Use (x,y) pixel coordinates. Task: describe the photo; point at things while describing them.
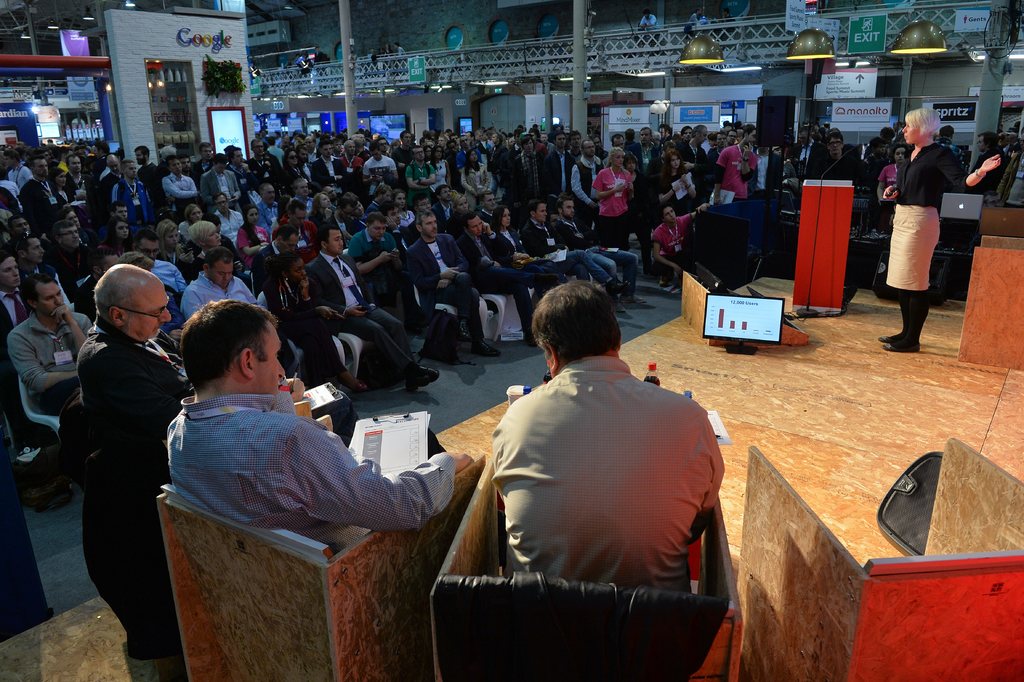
In this picture there are group of people (918,233) in which some of are sitting and some of are standing. Front side there are three persons (686,446) sitting. Right side (889,339) there is a woman (905,349) standing. Before her there is a monitor (707,335), behind to it there is a podium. On top right of the image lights (695,58) are hanging.
